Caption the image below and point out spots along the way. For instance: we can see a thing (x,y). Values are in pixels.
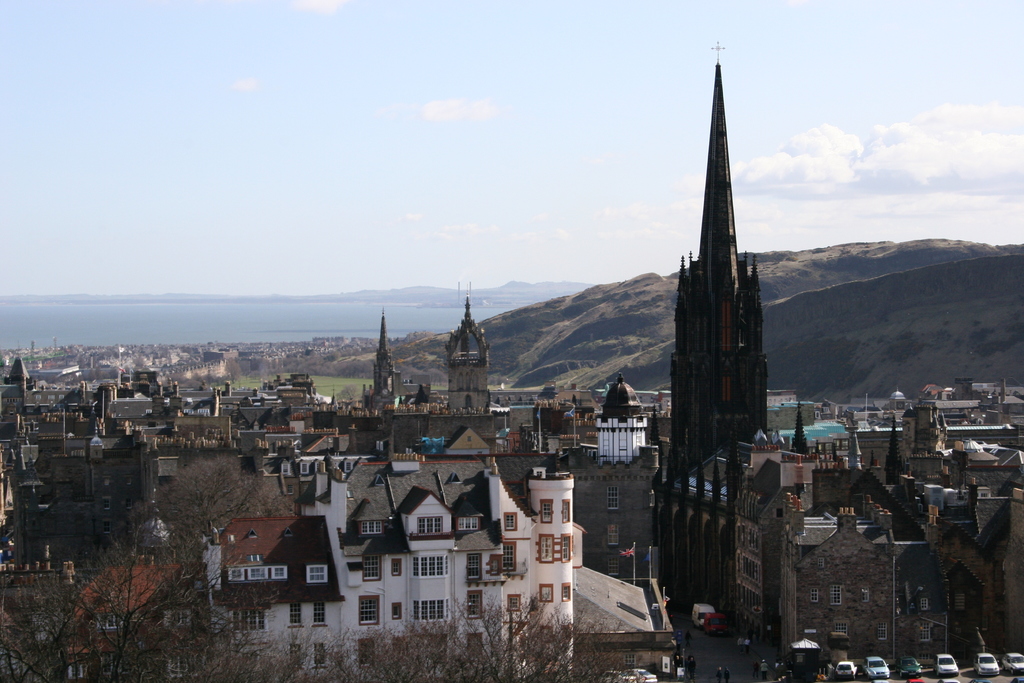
In this picture we can see some water (150,338), buildings (400,409), trees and hills (123,298).
